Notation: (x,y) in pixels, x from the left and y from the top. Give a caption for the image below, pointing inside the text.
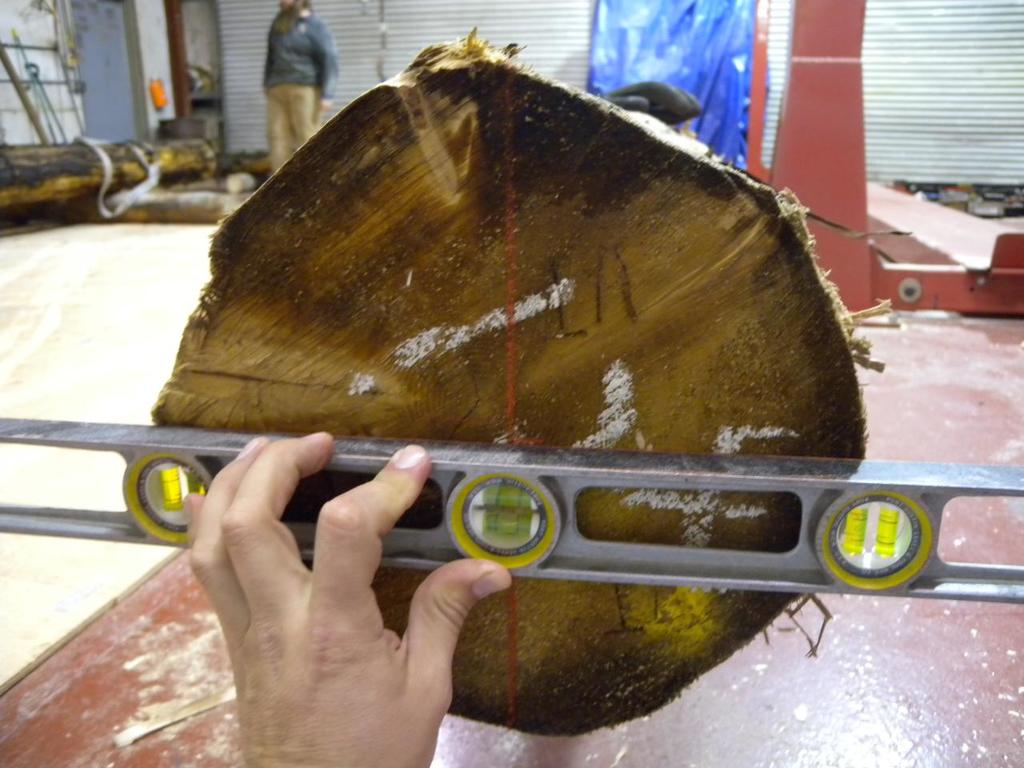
In the center of the image (398,483) we can see a person (318,559) measuring a wood (425,410) placed above the floor (694,735). In the background (83,206) there are wooden blocks (170,188), person (270,66), curtain (715,75) and wall (253,58).
